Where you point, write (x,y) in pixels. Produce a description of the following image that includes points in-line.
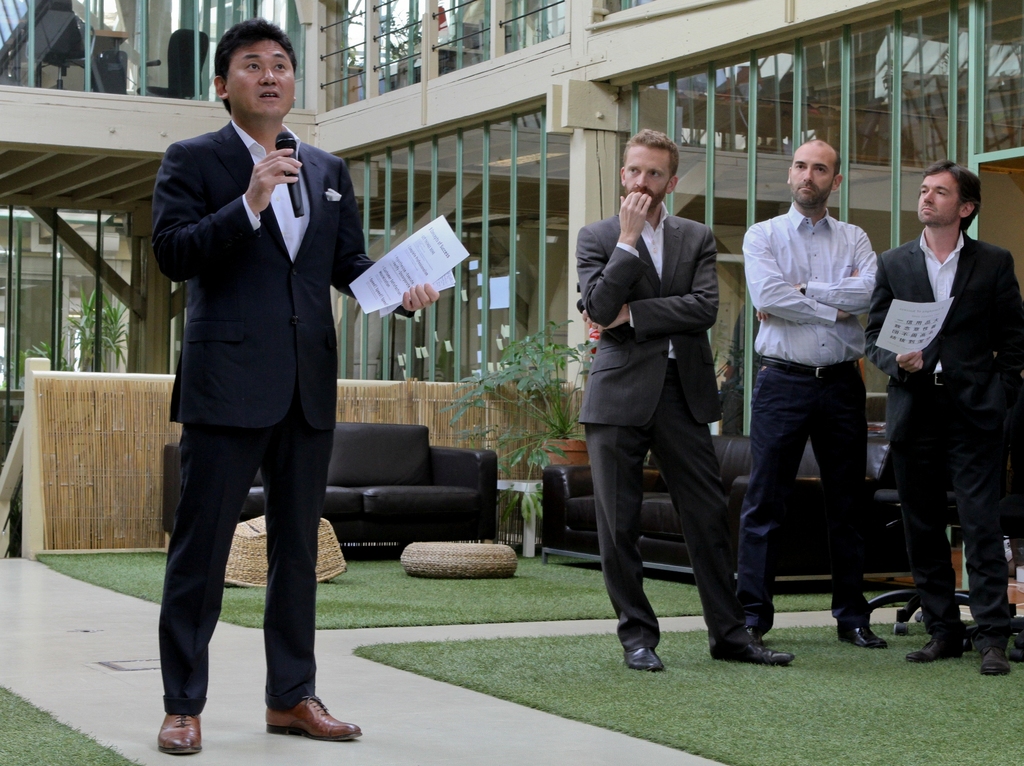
In this image, at the right side (826,380) there are some people (826,380) standing, at the left side (226,151) there is a man (250,213) standing and he is holding a microphone (299,195), we can see some black color sofas (414,466).
